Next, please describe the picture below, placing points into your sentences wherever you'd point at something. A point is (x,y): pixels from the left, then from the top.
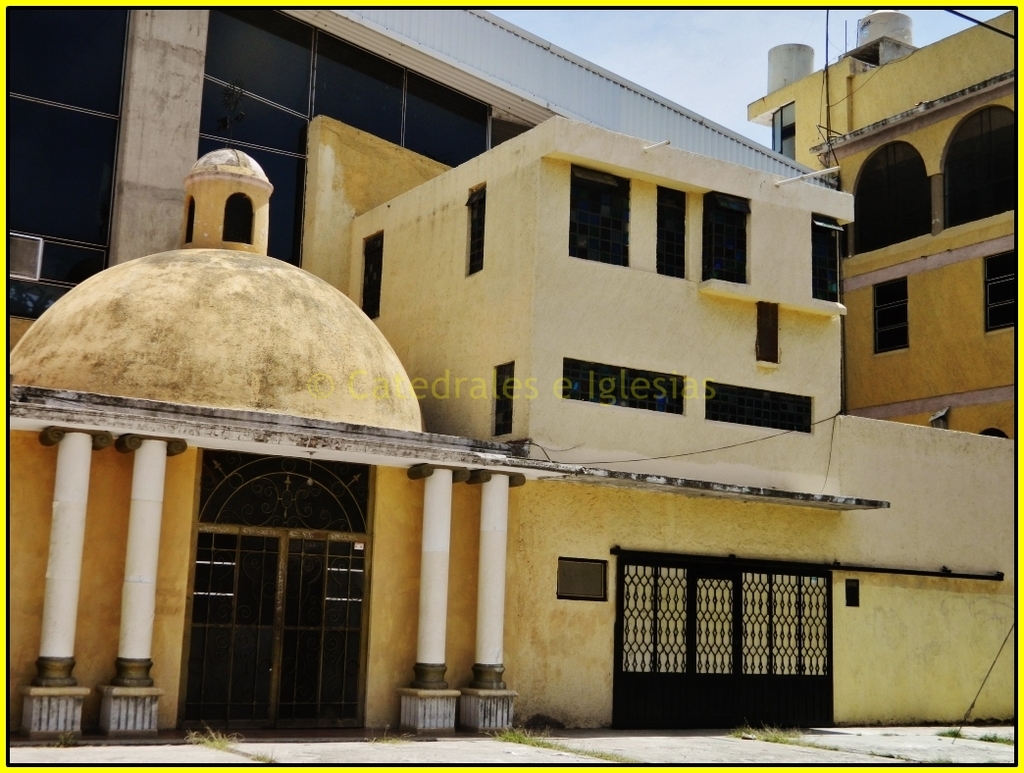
This image consists of a building (403,665). It has a gate (267,598). It has windows (72,204) and doors (265,633). There is sky (806,42) at the top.
